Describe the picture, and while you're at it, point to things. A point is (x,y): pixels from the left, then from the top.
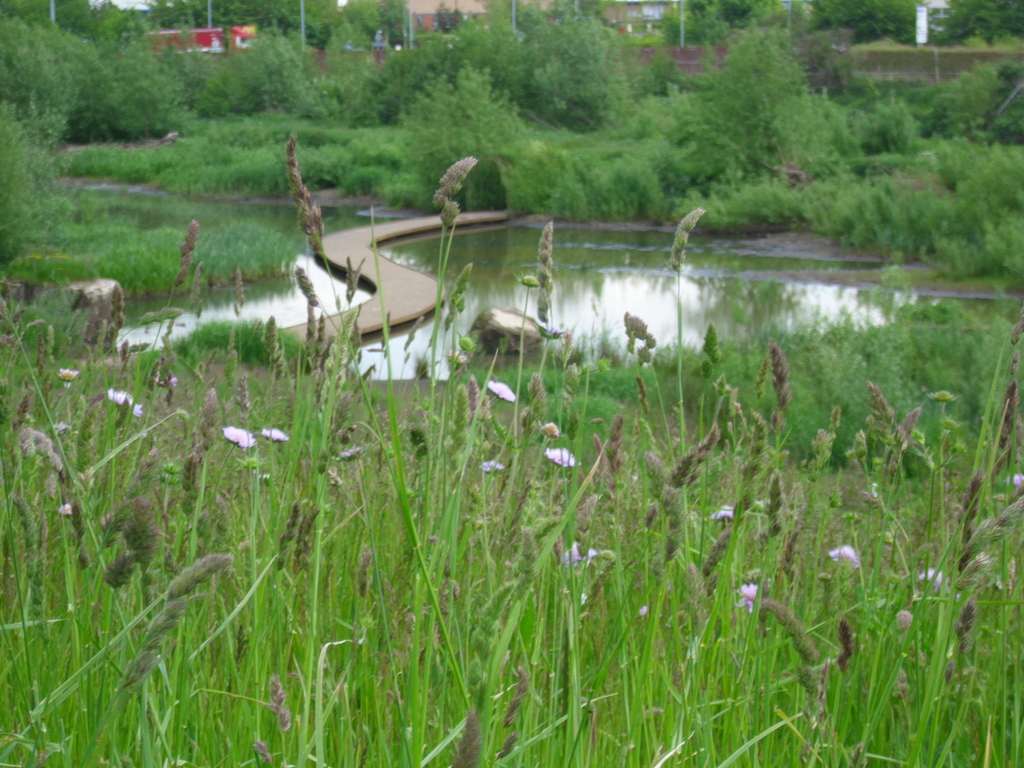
In this image we can see plants (437,433) with flowers (458,352), grass (560,377), water (614,277), trees (331,21), poles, buildings (541,4) and objects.
